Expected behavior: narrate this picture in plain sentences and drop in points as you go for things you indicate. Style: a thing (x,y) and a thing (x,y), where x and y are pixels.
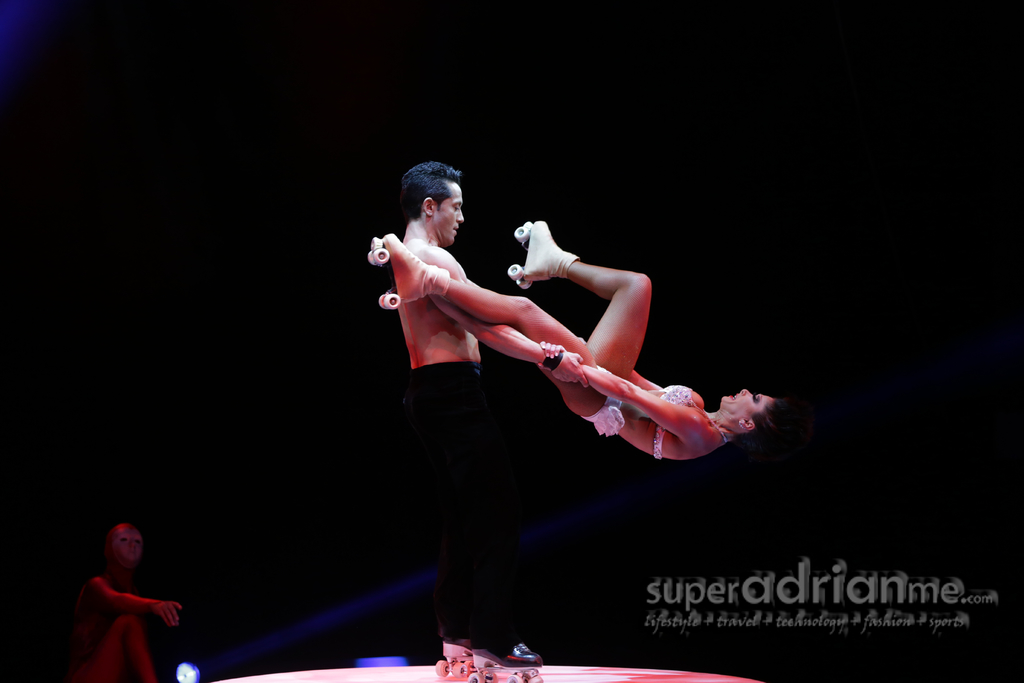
In this image I can see two people (509,466) with the skate shoes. To the left (100,631) I can see another person (121,606) and I can see the black background (181,303).
